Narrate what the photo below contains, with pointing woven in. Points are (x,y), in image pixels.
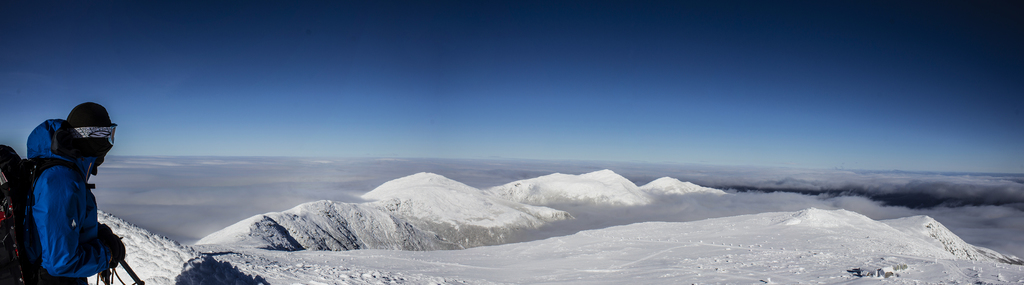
In the background (661,117) we can see the sky (482,55), clouds (744,202) and hills (603,196). On the left side of the picture (61,180) we can see a person (68,275) wearing a jacket (89,275) and backpack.
